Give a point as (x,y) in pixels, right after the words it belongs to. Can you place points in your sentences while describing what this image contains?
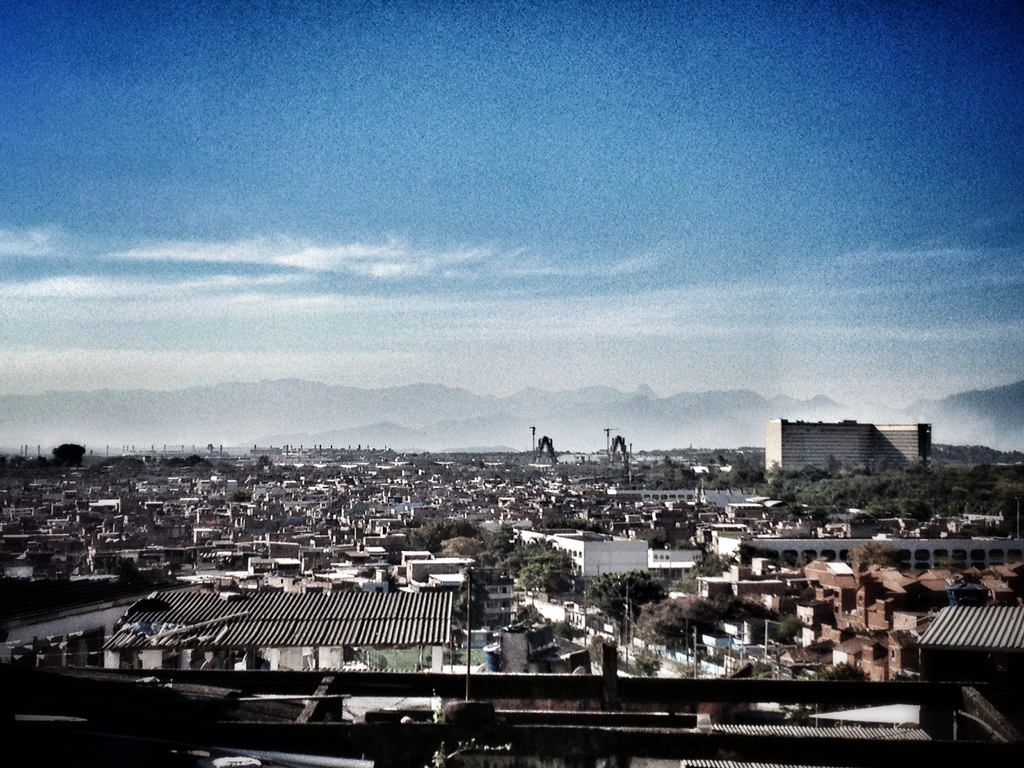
This picture is clicked outside the city. In the foreground (236,662) we can see there are many number of buildings (929,659) and houses (750,597) and we can see the trees (508,539). In the background (196,295) there is a sky (582,122).
